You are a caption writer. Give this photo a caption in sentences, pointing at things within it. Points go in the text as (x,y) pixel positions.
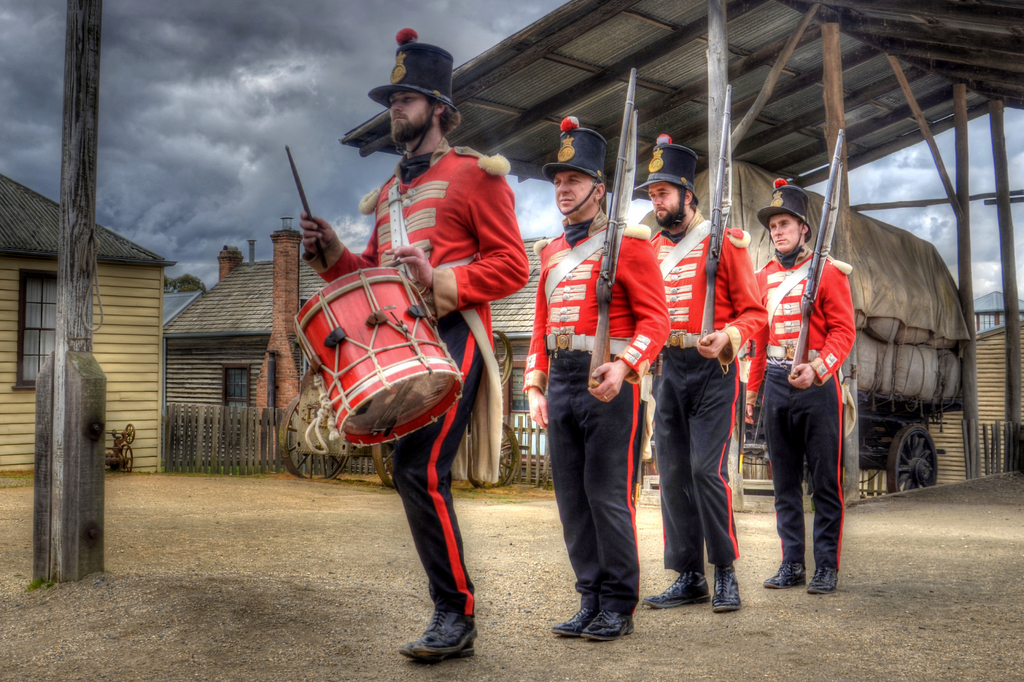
There are four men (552,376) here. The first person (399,133) is playing drum (367,353), behind him there are three people (643,316) holding gun (607,309) in their hand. In the background (30,411) there are houses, vehicle (883,286) and cloudy sky (252,123).
